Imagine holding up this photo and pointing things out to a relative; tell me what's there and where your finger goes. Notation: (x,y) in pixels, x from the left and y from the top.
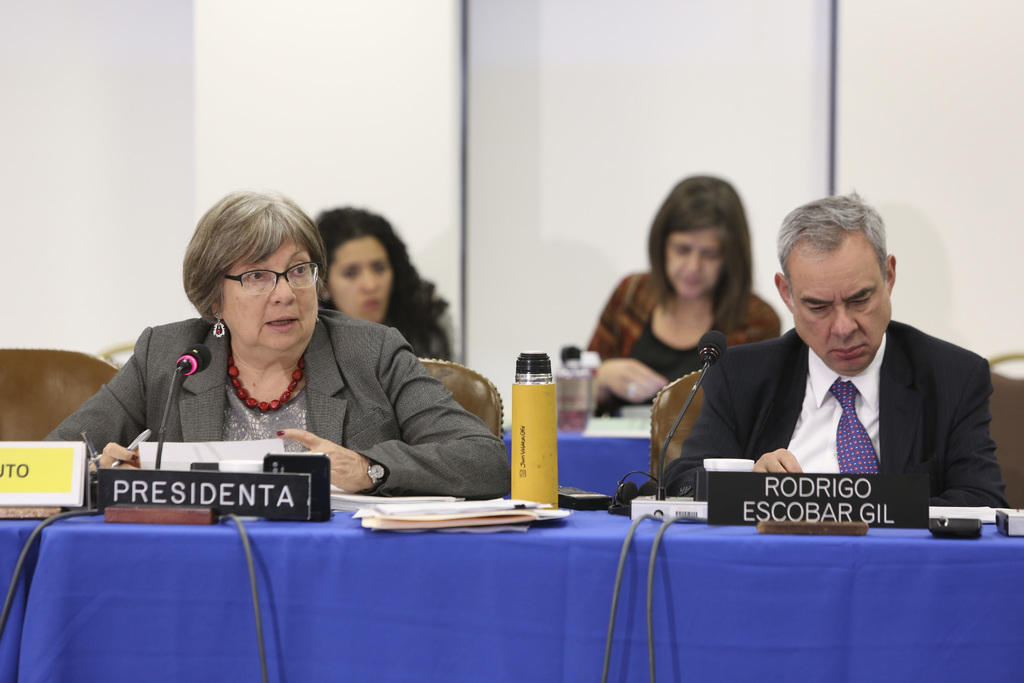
These persons (228,348) are sitting on a chair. In-front of this person (447,437) there is a table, on this table (503,533) there is a cloth (536,525), bottle (531,452), mic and papers (344,499).
